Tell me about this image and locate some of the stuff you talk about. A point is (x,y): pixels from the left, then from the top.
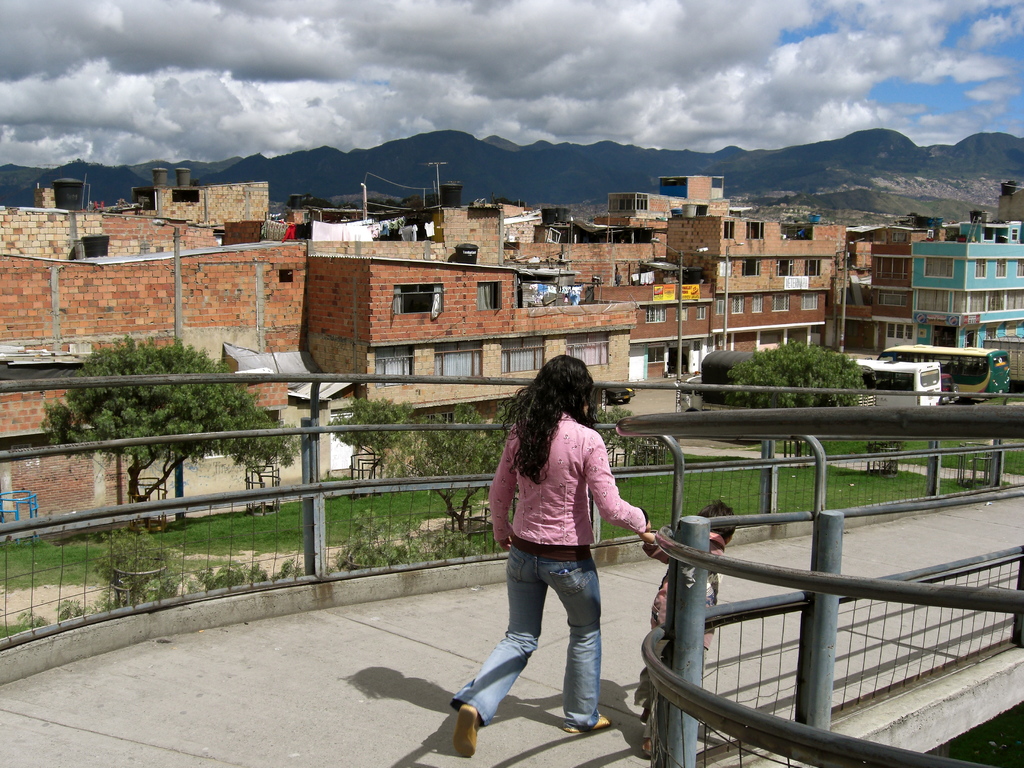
In this image, we can see a lady (575,612) and a child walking on the bridge (620,563) and in the background (317,316), there are trees (830,365), buildings (601,283), poles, vehicles (890,375). At the top (629,84), there are clouds (674,67) in the sky (701,57).
